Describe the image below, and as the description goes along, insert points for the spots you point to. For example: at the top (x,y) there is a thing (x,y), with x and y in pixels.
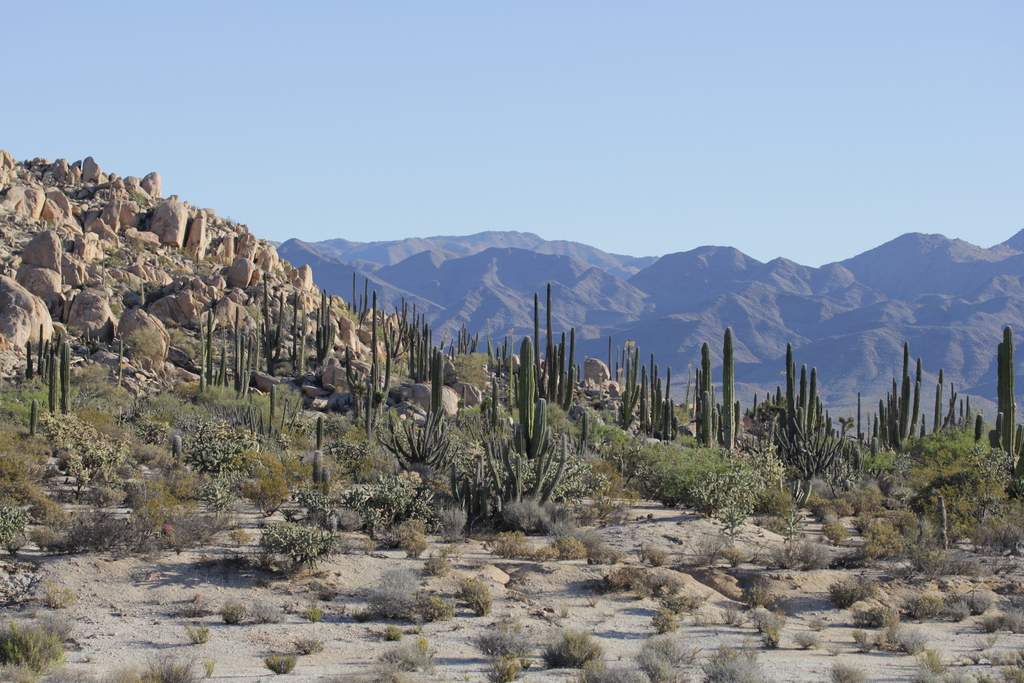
In this image I can see in the middle (509,427) there are plants (474,452), on the left side (175,299) there are stones (145,273), at the back side (654,304) there are hills (761,328) and at the top (620,111) it is the sky (671,117).
